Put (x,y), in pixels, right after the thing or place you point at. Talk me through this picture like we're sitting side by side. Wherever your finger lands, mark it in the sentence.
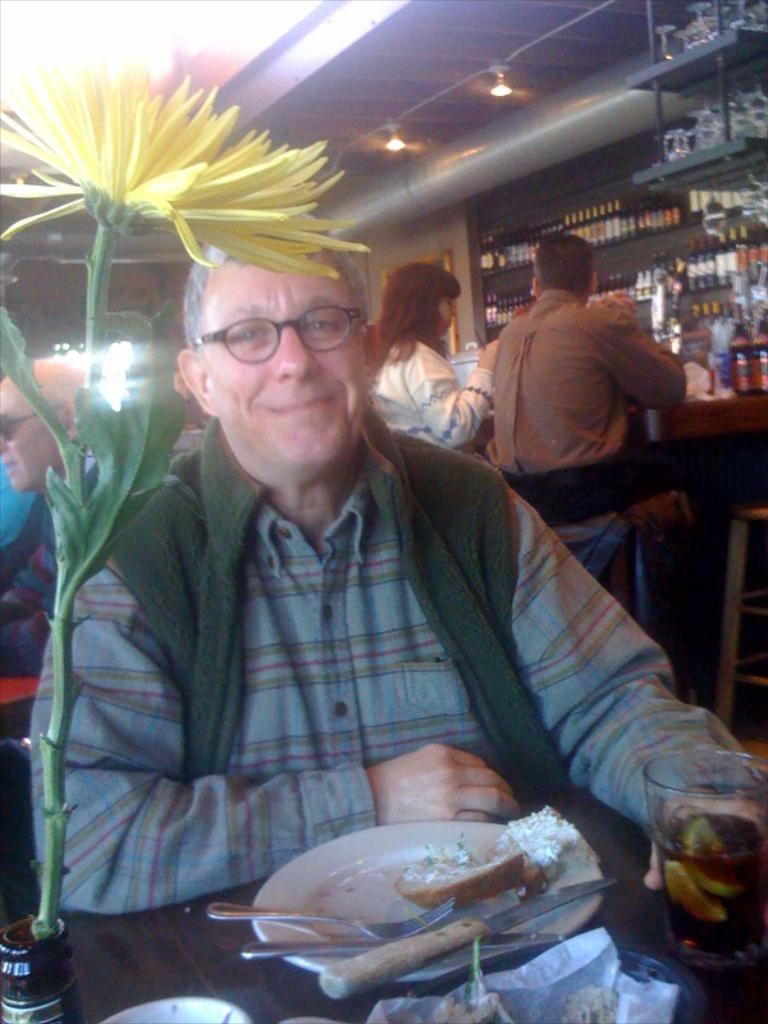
In the foreground of the picture (389,561) we can see table (149,950), plates (286,936), fork (413,921), knives (438,951), food item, flower (51,920), glass (709,924) and a person (380,612). In the middle of the picture (398,386) we can see people (470,437) and chairs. In the background (533,173) there are bottles (624,224), racks (712,163), glasses (691,39), light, ceiling (440,108), wall (54,297) and other objects (359,194).
